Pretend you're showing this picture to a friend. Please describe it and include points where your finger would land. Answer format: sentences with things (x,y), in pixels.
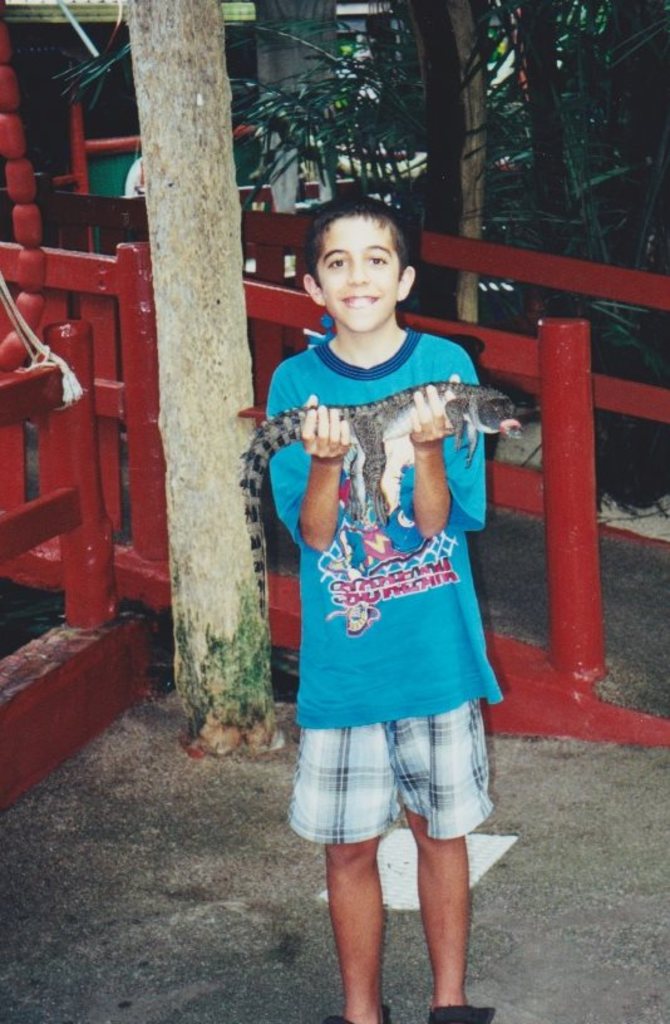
In this picture there is a boy (443,560) who is wearing t-shirt (421,600), short (450,749) and shoes (481,1014). He is holding alligator (477,419). He is standing near to the gate (40,399) and fencing (272,361). In the background (606,191) we can see the building (10,219) and trees (426,114).
